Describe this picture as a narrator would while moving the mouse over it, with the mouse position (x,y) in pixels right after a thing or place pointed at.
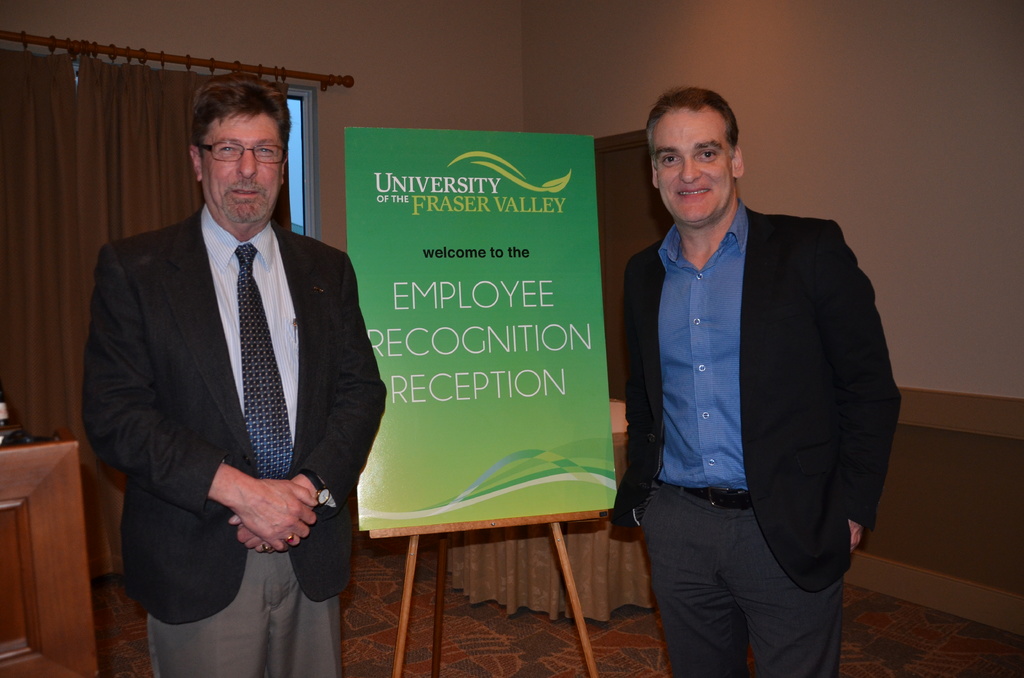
In this picture we can see there are two people (273,444) standing on the floor (374,620) and behind the people (818,454) there is a stand (411,542) with a board (461,347), a wall (586,77) with a window (308,123) and curtain (172,123) and other things (57,491).
